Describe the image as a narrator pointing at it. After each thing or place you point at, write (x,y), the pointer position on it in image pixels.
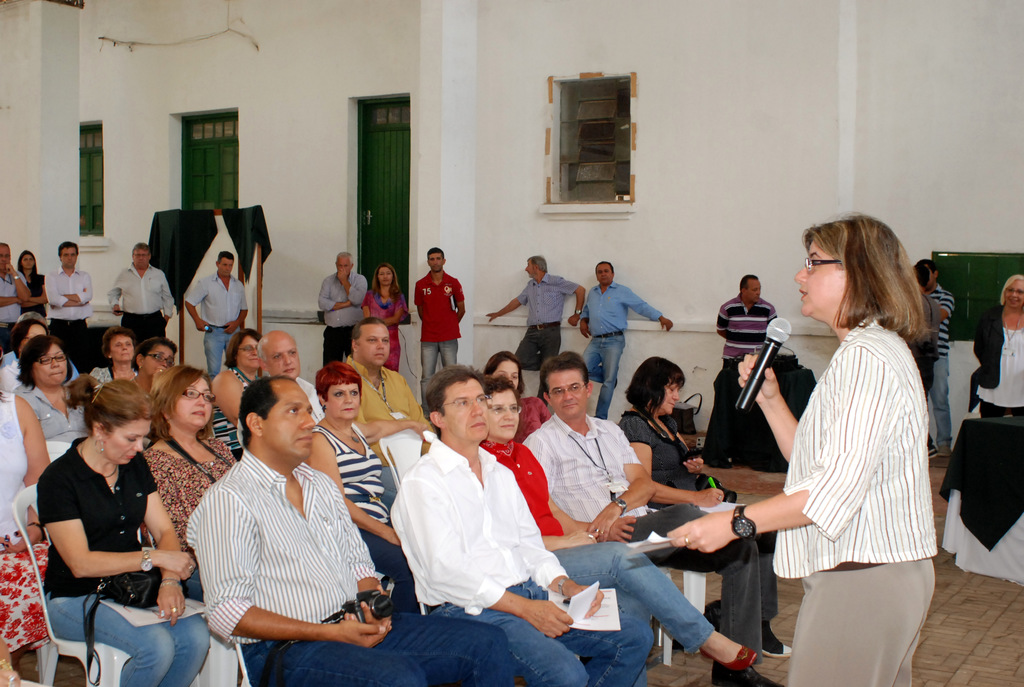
In this picture there is a group of men and women (280,399) sitting on the chair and listening to a woman (833,511) in the front (802,475) wearing white color top (876,504) and holding microphone (748,388) in the hand (764,387) and giving a speech. In the background (649,70) there is a white wall (427,215) and green color doors (407,185).
